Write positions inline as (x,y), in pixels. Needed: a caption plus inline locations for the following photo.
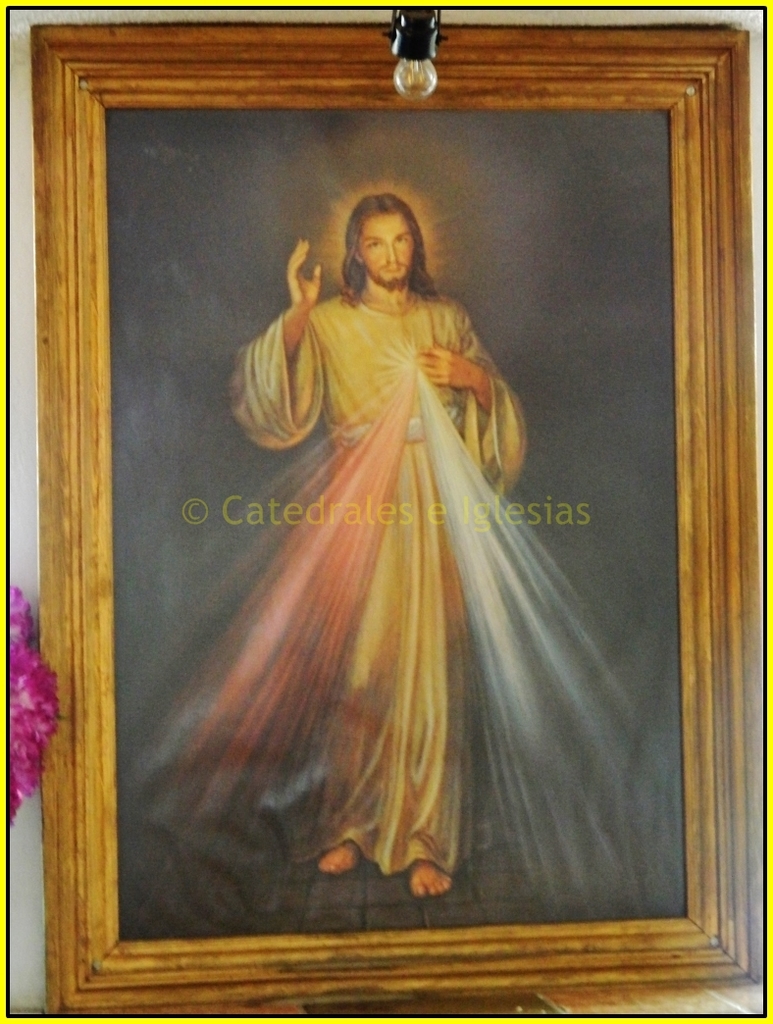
In the center of the image (361,406), we can see a person (361,406) and some text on the frame (236,101) and in the top (424,32) there is a light (429,67) and we can see some flowers (45,699) and there is a wall (30,899).
